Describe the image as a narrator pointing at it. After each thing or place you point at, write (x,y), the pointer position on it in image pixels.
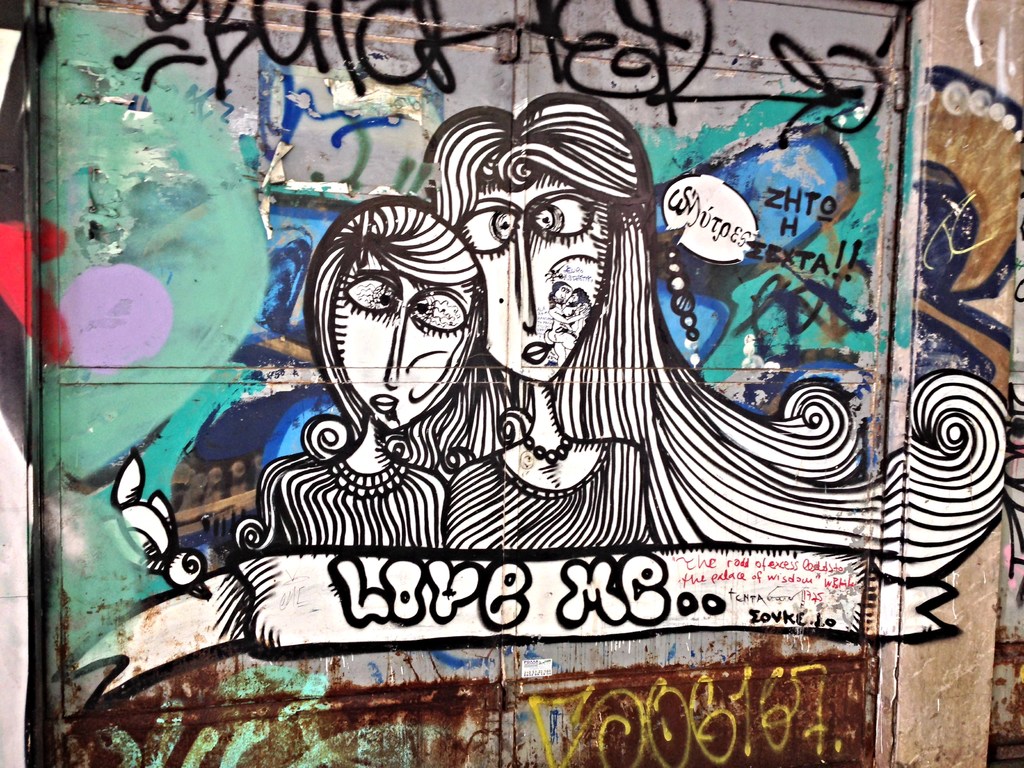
In this image there is a graffiti painting (754,535) on the wall (68,382).
